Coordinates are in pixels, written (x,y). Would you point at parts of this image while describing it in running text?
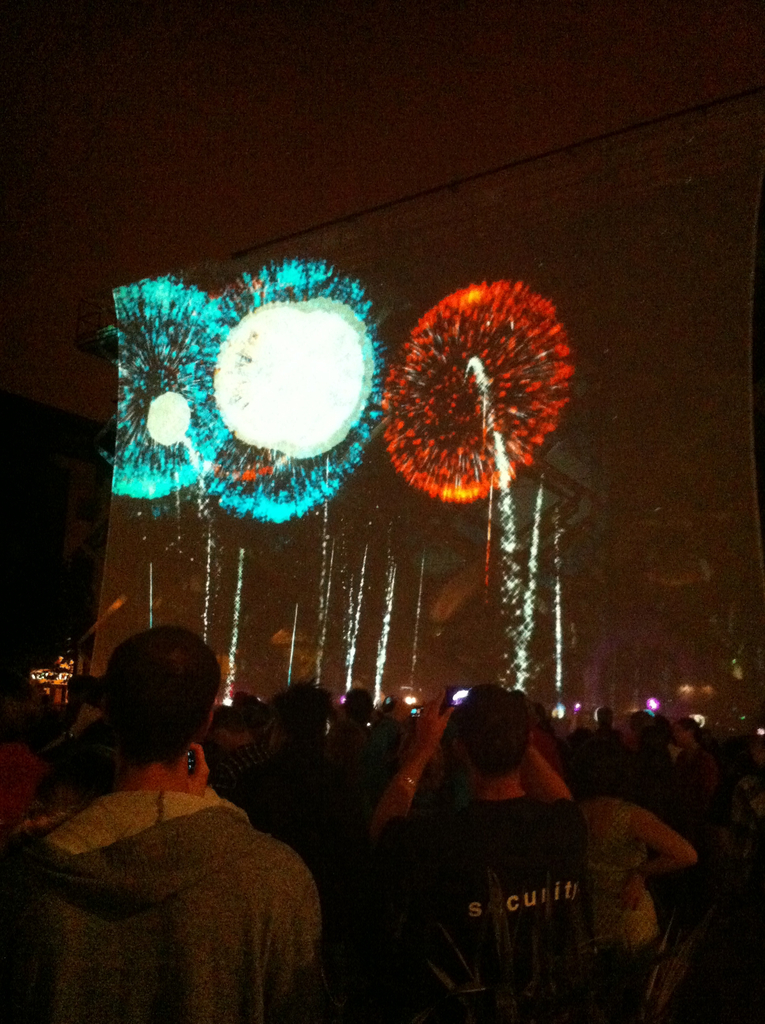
In this picture there are people (67,733). In the background of the image (384,677) we can see sparkles (427,434).
